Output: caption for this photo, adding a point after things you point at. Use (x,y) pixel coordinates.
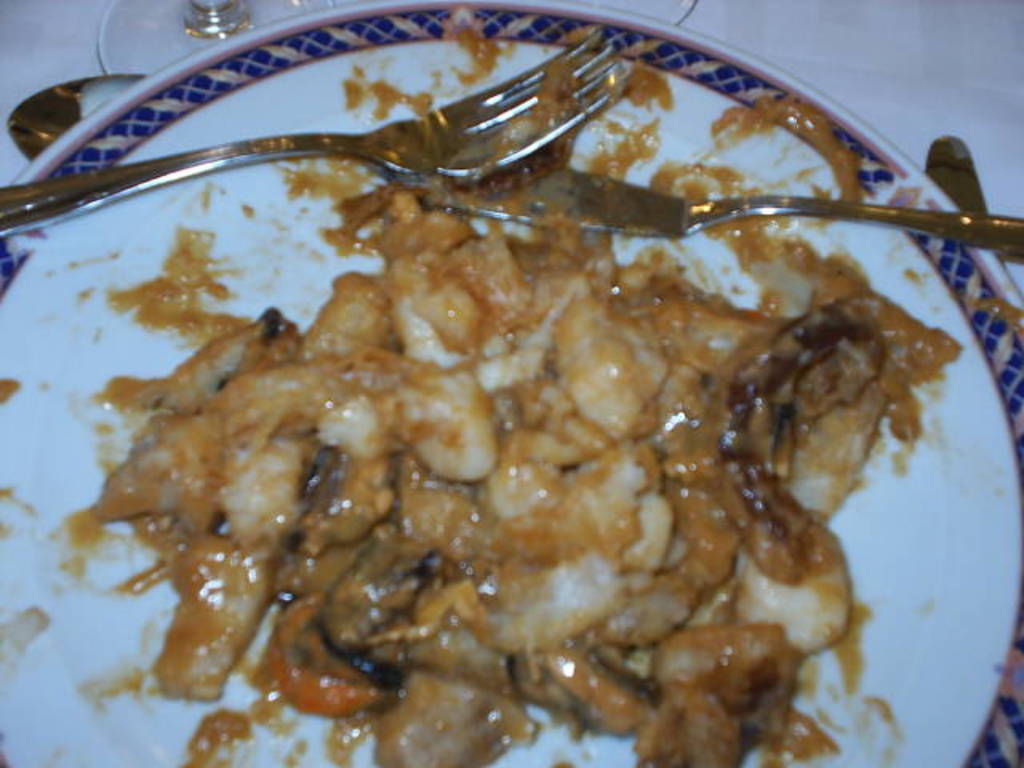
In this image we can see a food item (585,420) on the plate (658,137), also there is a fork (543,77), and knife (675,198) on it, there is a spoon (53,117), and some part of the glass (113,50), the background (20,47) is white in color.
